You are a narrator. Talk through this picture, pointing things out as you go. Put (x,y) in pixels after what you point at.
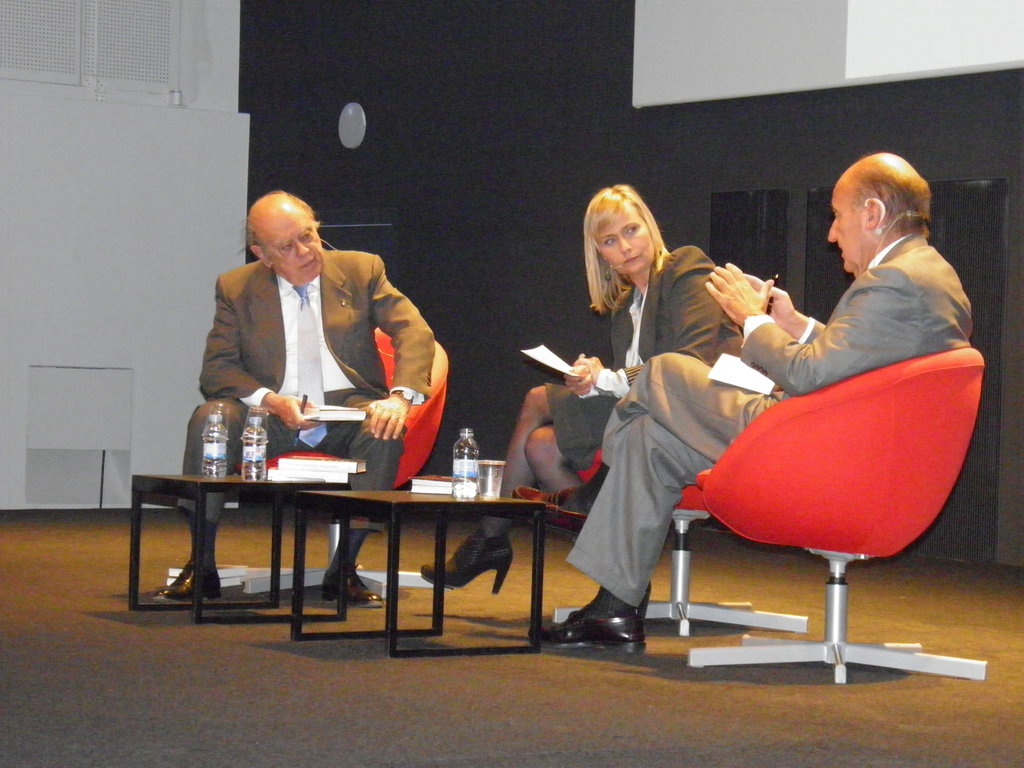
In this image the person (849,178) sitting at the right side of the image (797,382) is talking and the other two persons (638,304) sitting and listening. There are bottles (220,462), glass (497,494), books (428,480) on the table (392,499).
